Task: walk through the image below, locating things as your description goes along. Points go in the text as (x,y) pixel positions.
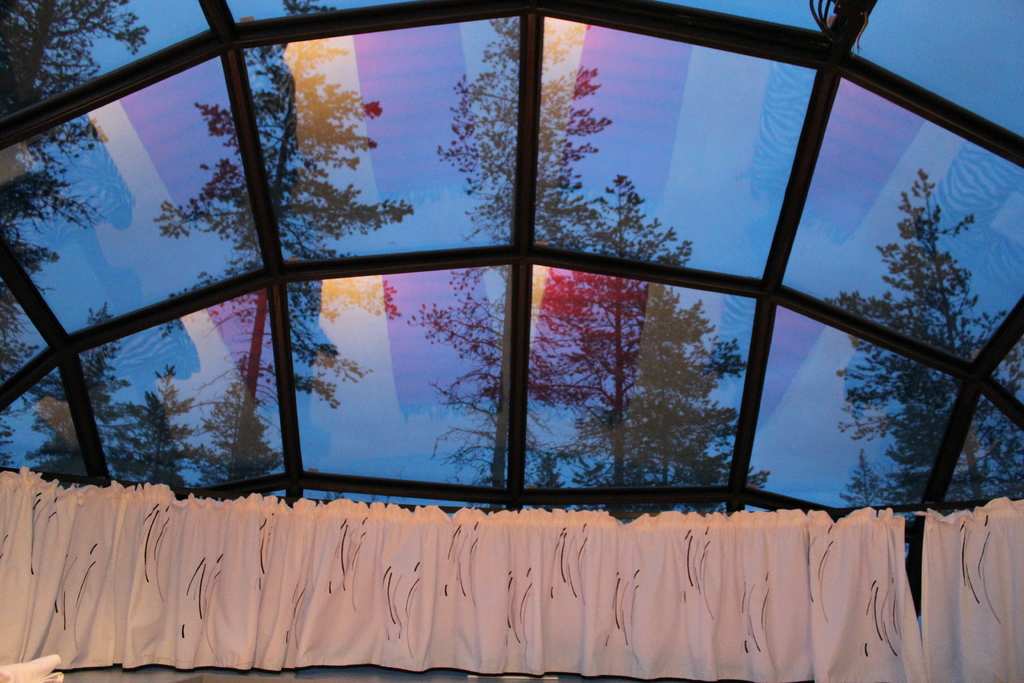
In this picture we can see few curtains (422,587), glass (426,277) and few trees (342,293), and also we can see metal rods (793,194).
